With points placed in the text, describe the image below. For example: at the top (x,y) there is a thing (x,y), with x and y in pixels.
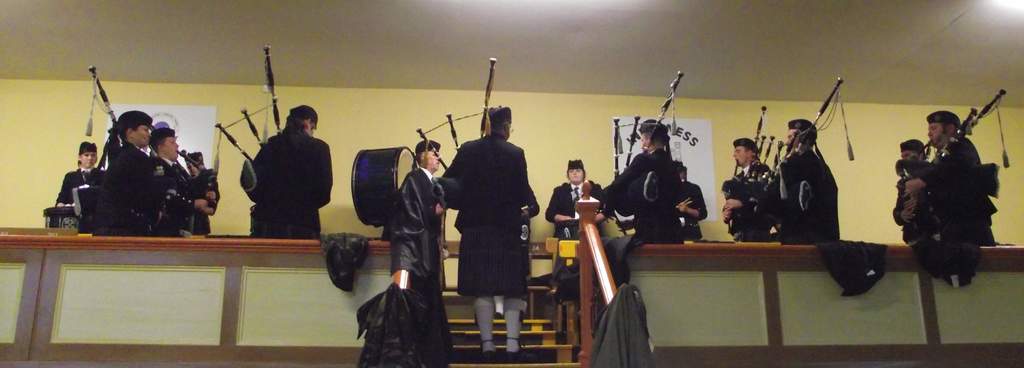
In this picture we can see many people (121,183) standing and playing bagpipes (189,180). They are wearing black uniform (487,224) and white socks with a cap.
